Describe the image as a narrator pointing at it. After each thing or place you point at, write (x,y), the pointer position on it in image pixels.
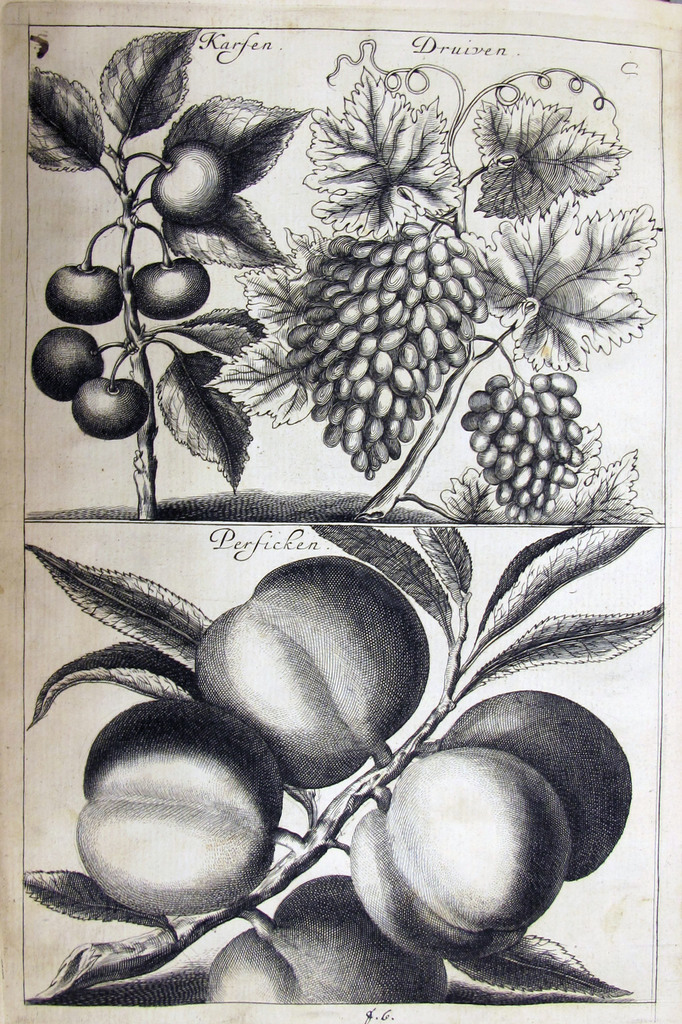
It is an pencil art (238,118) on the paper (150,191) where there are grapes (435,246), cherries (161,197) and some fruits (297,733) or vegetables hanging to the plants (157,671).
